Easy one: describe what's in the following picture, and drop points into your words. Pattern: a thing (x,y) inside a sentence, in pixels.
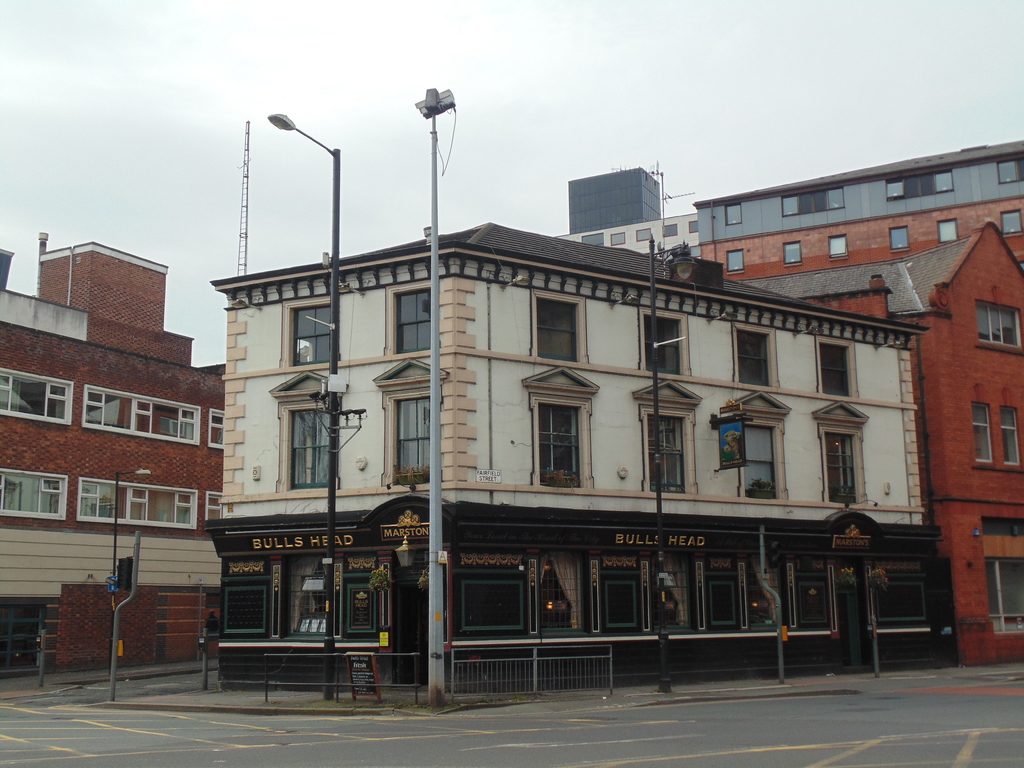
In the middle of the picture (431,258) we can see building (902,656), street light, poles (112,664), cell phone tower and other objects (814,208). In the foreground (519,722) we can see road (545,718), railing (321,692), footpath (1003,667), board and other objects (114,678). At the top (421,53) there is sky (421,53).
